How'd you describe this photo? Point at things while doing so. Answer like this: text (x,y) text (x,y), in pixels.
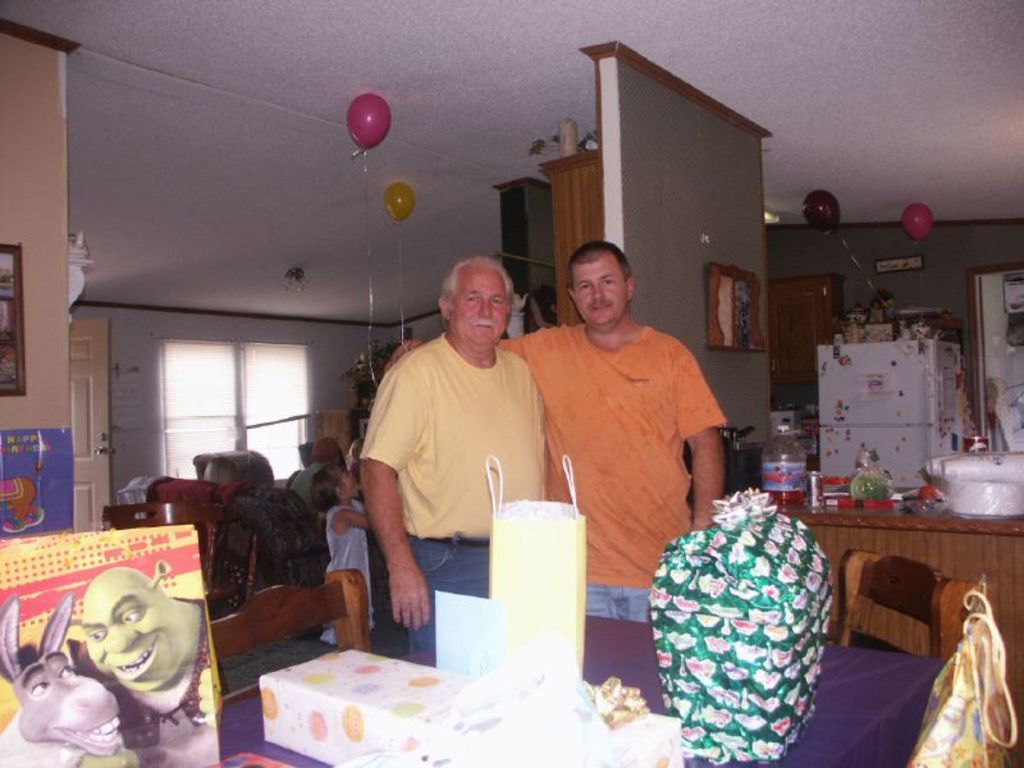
In this image i can see there are two men (488,422) standing in front of a table (837,651). On the table (831,663) we have couple of objects (567,660) on it. I can also see there is a balloon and a table (947,513) and a refrigerator (879,413).
